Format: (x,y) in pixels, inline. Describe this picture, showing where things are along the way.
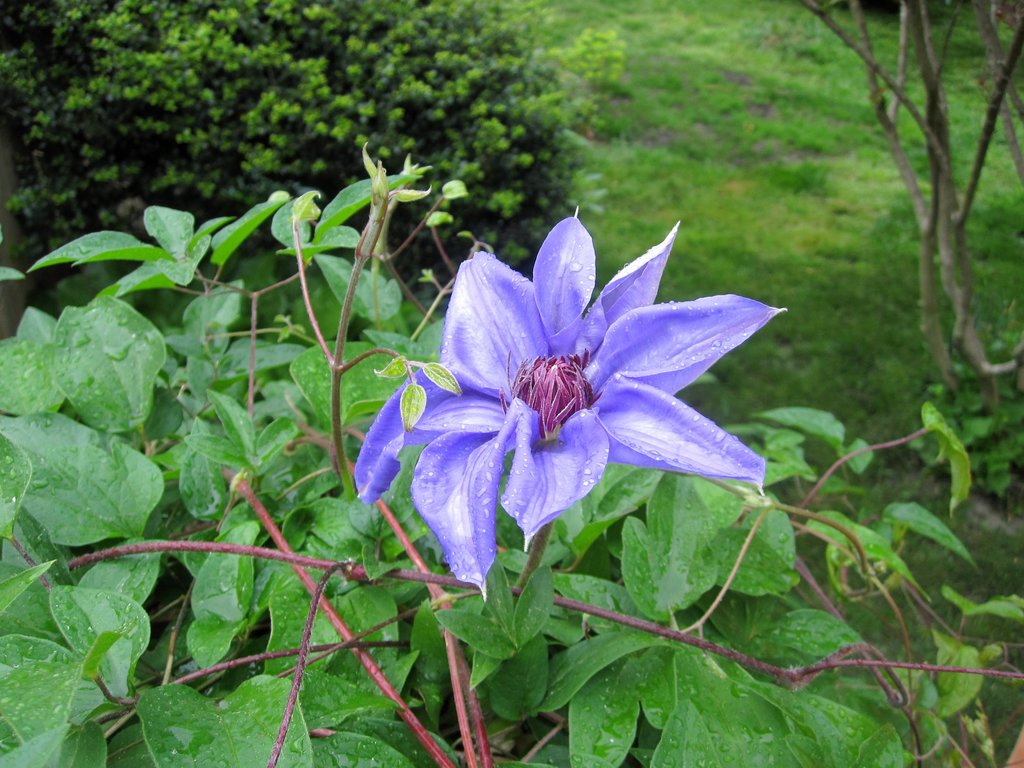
In this image we can see purple color flowers (482,474), stems (726,657) and leaves (857,676). We can see plant (328,88), grassy land (784,152) and stems (893,134) at the top of the image (899,133).
